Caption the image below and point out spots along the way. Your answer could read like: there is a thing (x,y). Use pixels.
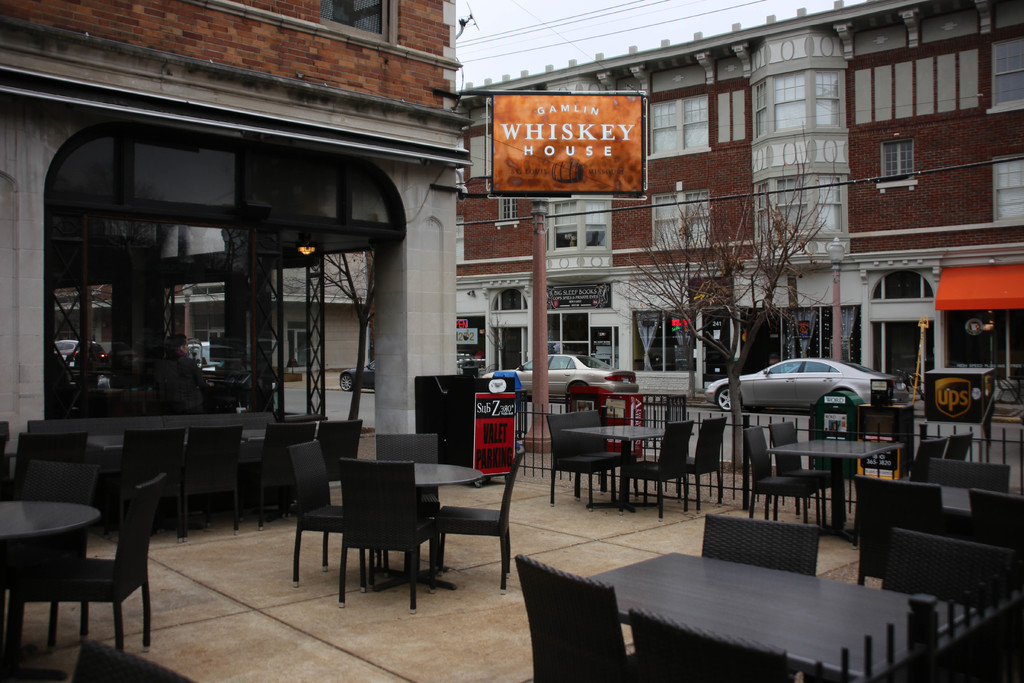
In this picture we can see the outside view of a city (454,382). These are the chairs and there are tables (848,589). Here we can see two cars (724,394) on the road (761,414). This is building (773,155) and there is a board (570,186). And this is sky (561,29).
